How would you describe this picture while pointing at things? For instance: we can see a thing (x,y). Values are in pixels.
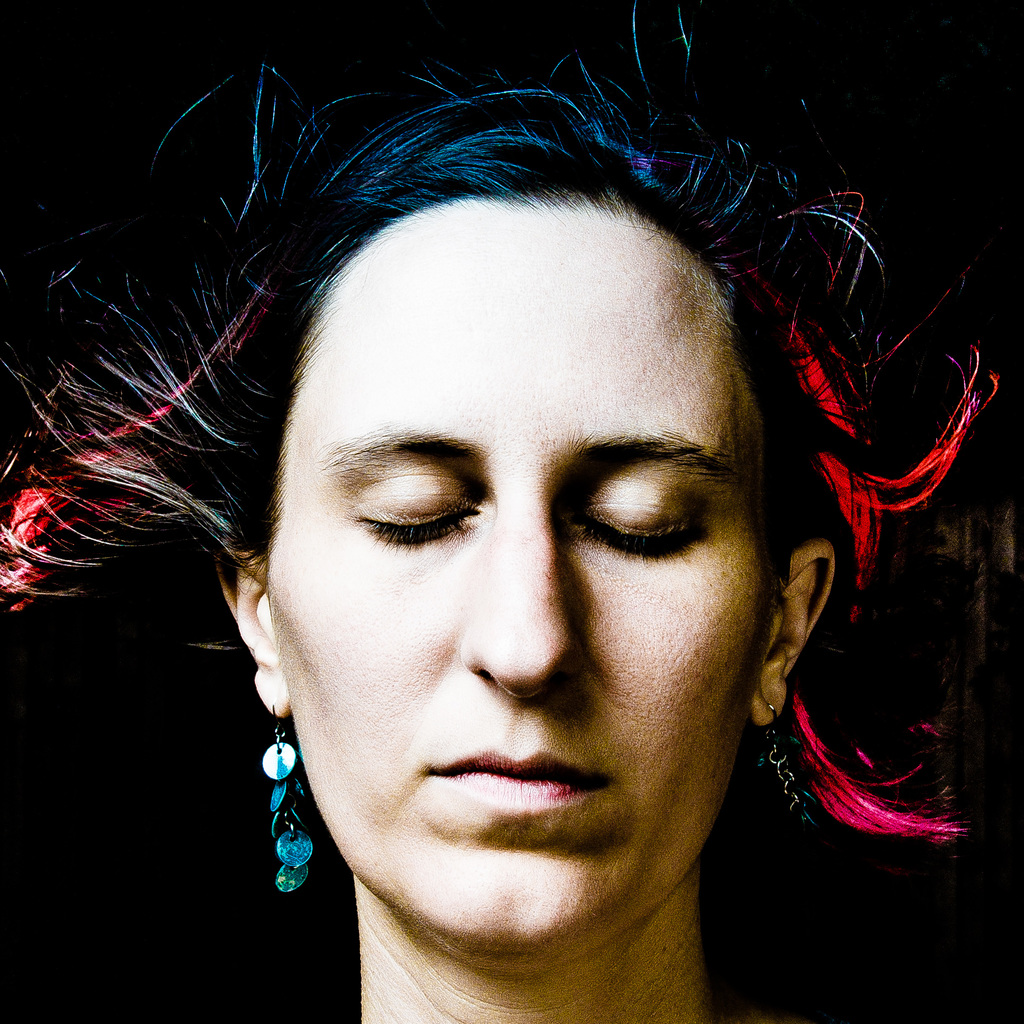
In this picture we can see a woman (359,836) and in the background (741,906) we can see it is dark.
